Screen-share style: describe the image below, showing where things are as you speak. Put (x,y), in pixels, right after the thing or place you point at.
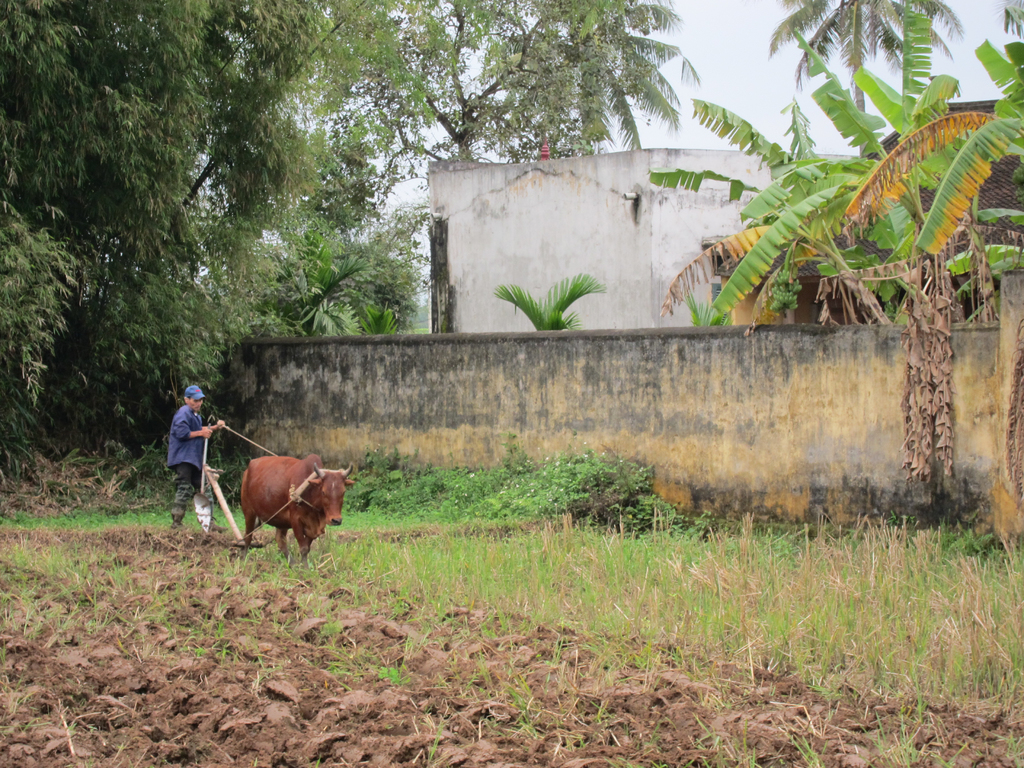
In this image, we can see a person (190,485) wearing a cap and cultivating the land (271,571) with an animal (276,487). In the background (360,191), there are trees (280,291) and we can see a building (707,283). At the bottom (490,643), there is a field (456,599).
